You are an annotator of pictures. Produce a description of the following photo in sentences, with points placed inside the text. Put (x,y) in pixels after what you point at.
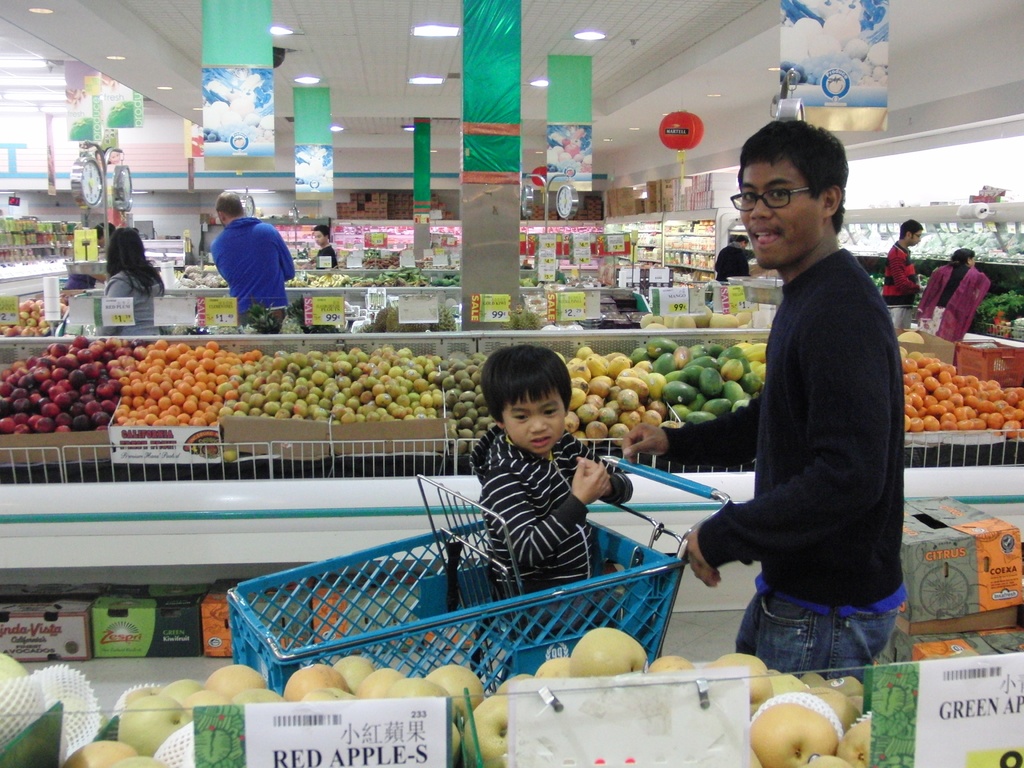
In this picture we can see there are groups of people (230,279) inside the building (180,234). A kid (501,465) is sitting in a shopping cart (493,544). Behind the kid (537,504) there are some foods (215,273), price boards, pillars (491,128), banners (552,110) and some objects (409,210). At the top (591,29) there are ceiling lights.
